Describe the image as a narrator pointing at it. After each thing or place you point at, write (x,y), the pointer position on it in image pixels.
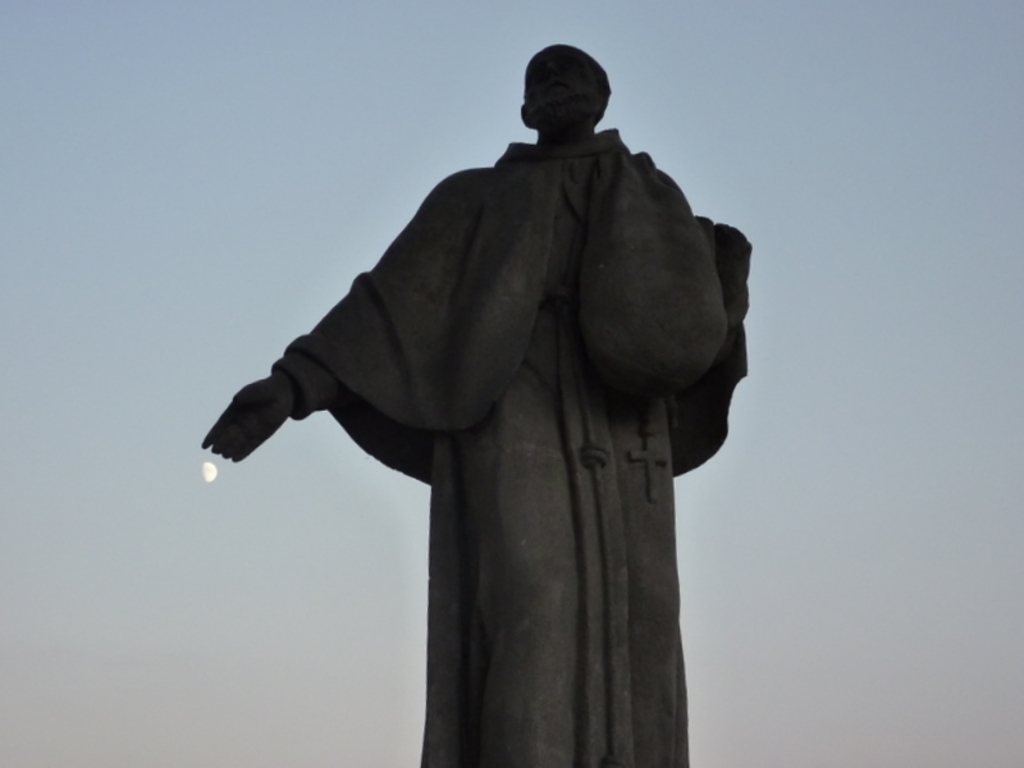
In the picture I can see the statue (260,424). I can see the moon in the sky (315,584).
